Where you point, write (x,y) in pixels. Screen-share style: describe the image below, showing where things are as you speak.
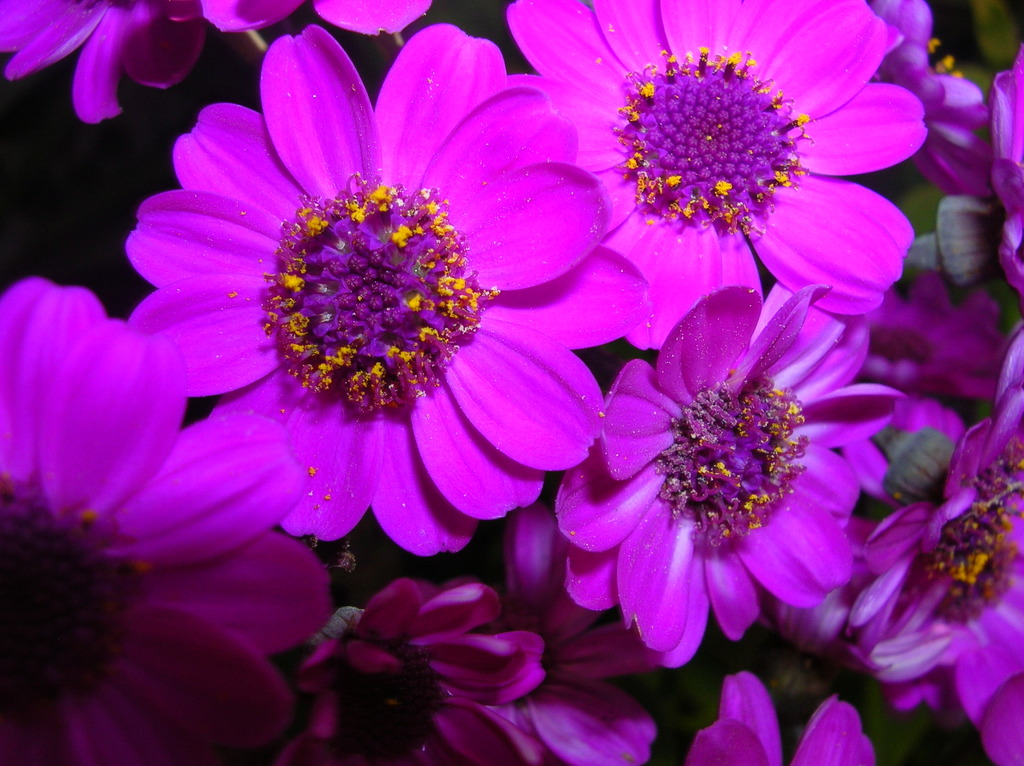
In this image there are flowers (454,439).
